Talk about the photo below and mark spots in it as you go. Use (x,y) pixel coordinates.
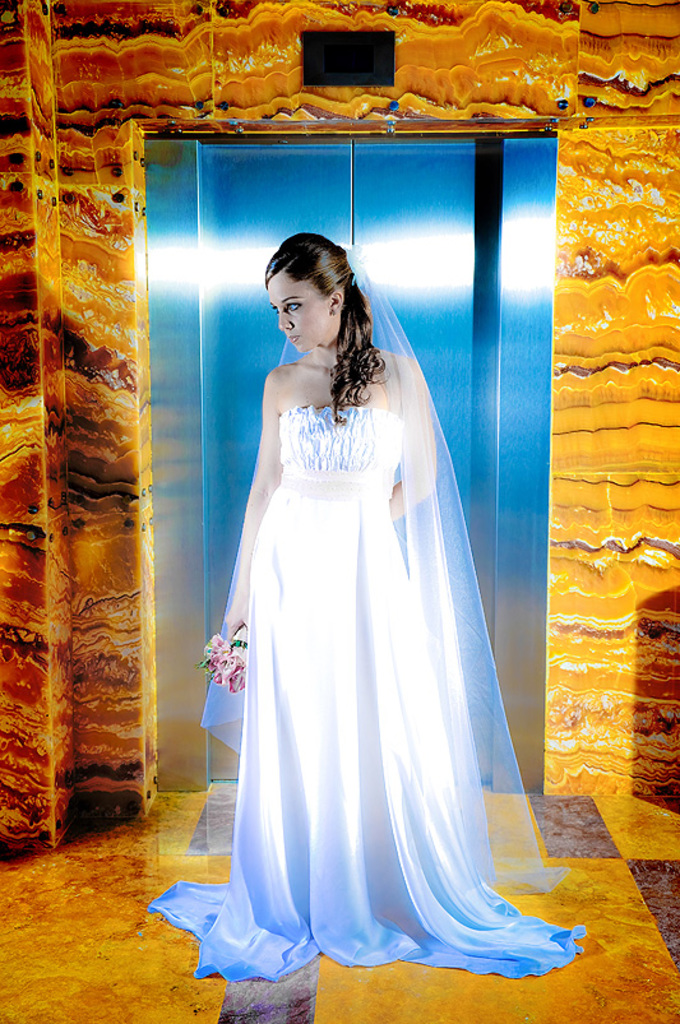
In the center of the image (427,402) there is a lady (453,683) standing wearing a white color dress (326,594). In the background of the image (137,10) there is wall (73,195). There is lift (434,187). At the bottom of the image (347,992) there is floor (299,980).
